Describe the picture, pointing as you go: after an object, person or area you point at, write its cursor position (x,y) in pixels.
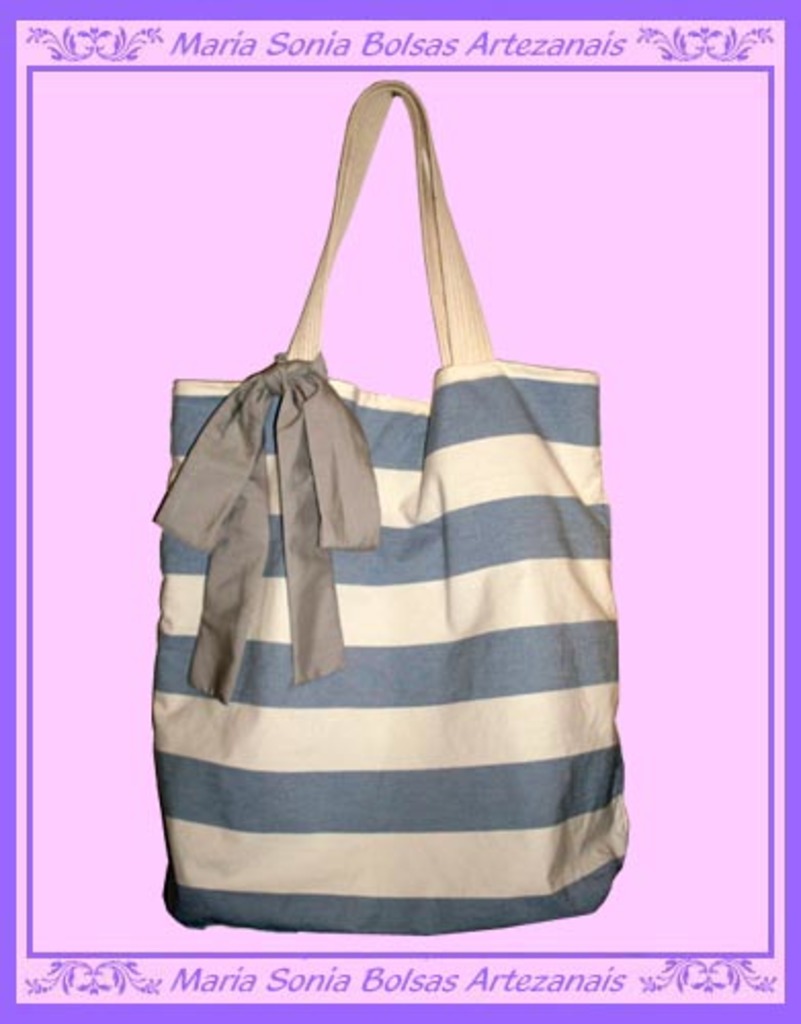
There is a bag (405,564) in this given picture on which some striped design (403,604) was present. There is a pink color background (539,318) here.
